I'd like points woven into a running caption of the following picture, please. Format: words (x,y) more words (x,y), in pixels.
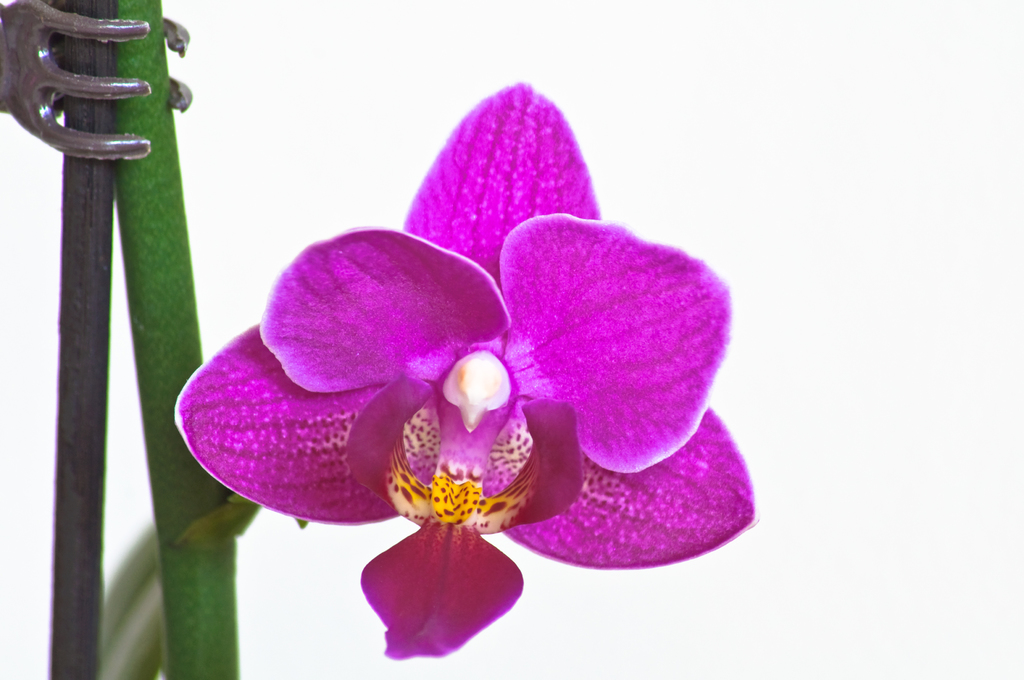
In the image I can see a flower (411,337) which is to the stem (161,157) and it is in purple color.
